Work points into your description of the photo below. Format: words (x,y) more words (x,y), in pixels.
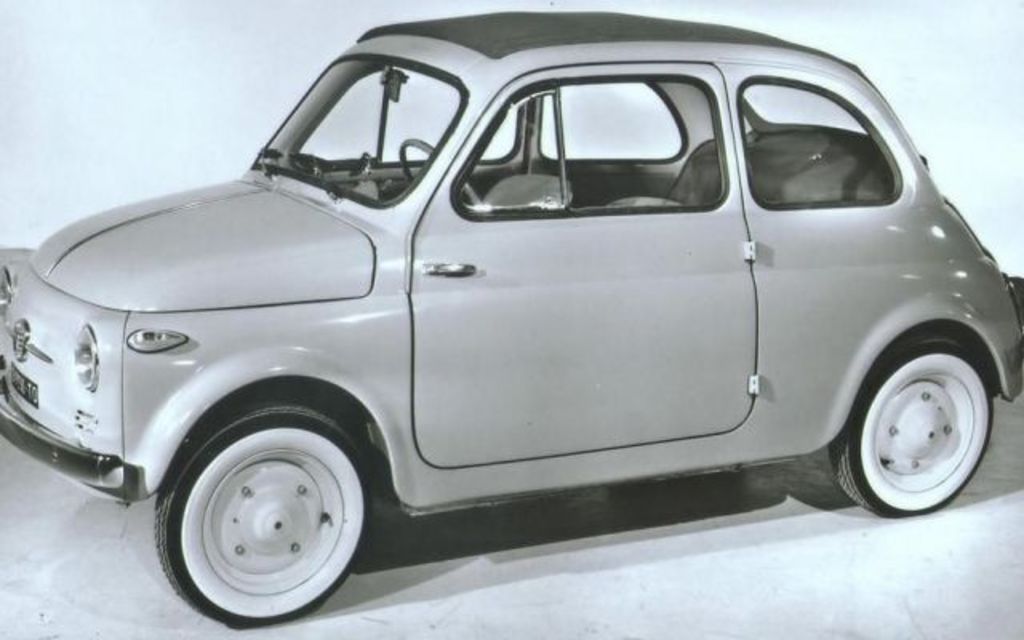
This image is black and white. In this image we can see a car (444,291). In the back (888,6) there is a wall (888,6).
